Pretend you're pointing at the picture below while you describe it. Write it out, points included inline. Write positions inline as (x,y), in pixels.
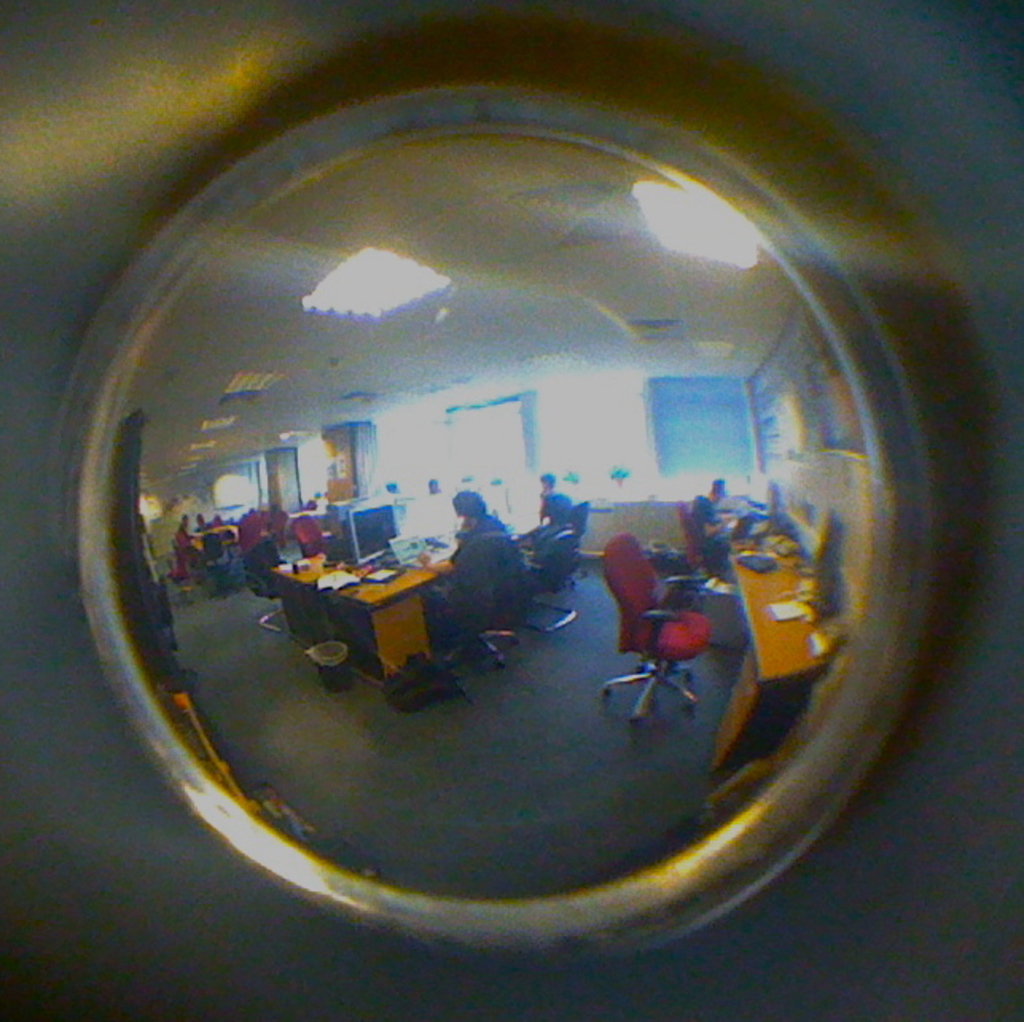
In this image we can see a group of people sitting on chairs (536,552). In the center of the image (375,550) we can see a screen (387,526), some papers (383,579) and some objects (373,573) placed on the table (363,569), we can also see a trash bin (341,666) placed on the floor (365,684). In the background (492,471), we can see the pillars (331,465) and some windows (630,465). At the top of the image (659,216) we can see some lights (651,206).
